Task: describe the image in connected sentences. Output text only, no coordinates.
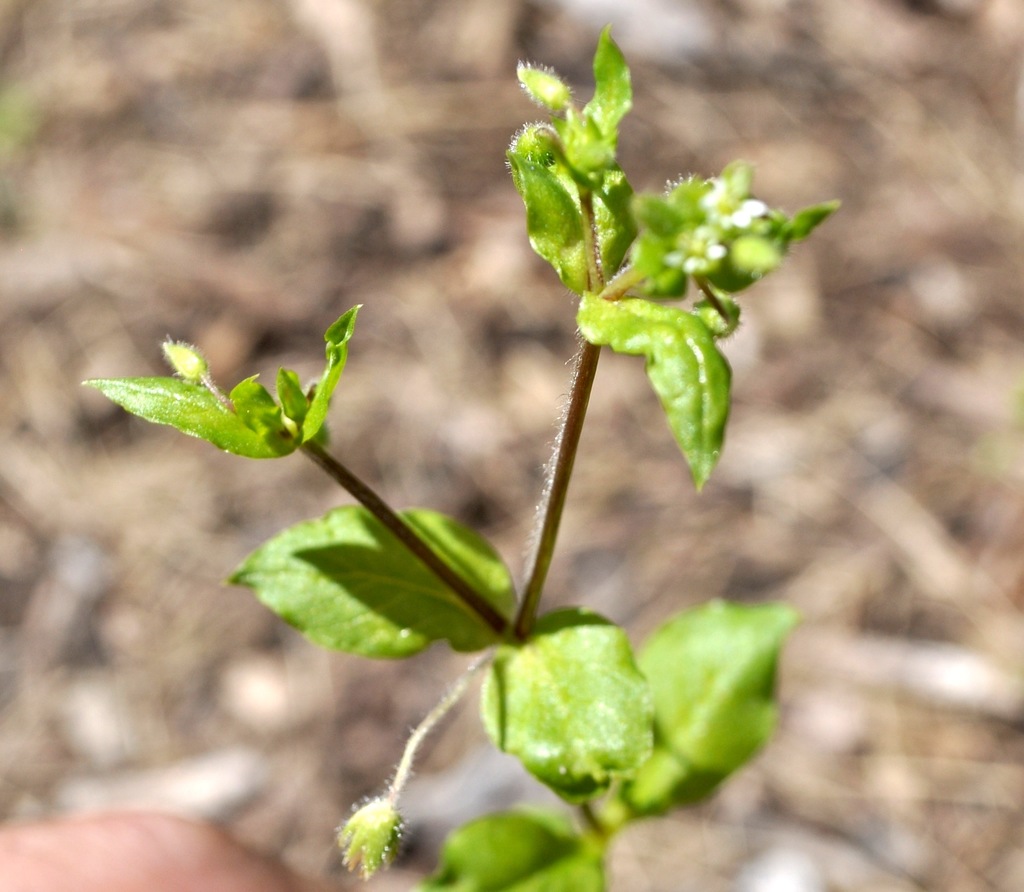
This picture shows a plant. we see green leaves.
